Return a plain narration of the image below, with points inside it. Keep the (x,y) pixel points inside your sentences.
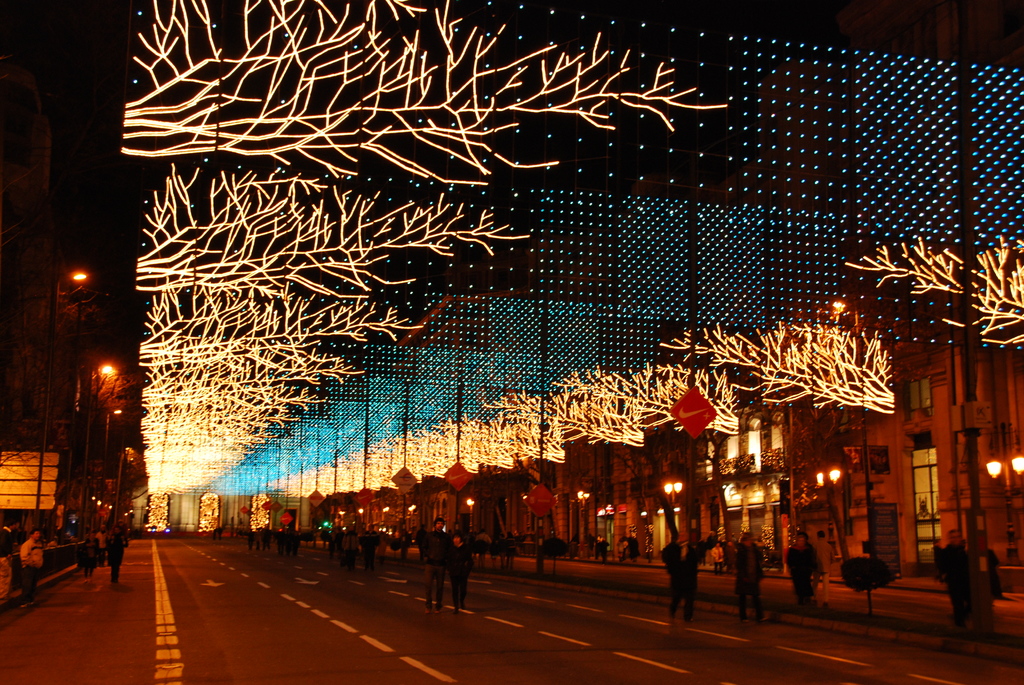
In this picture we can observe a road (369,649). There are some people (462,590) walking on this road (391,573). We can observe some lighting (197,481). There are buildings (593,516) on the right side of the road (605,633). We can observe some trees (58,349) on the left side (80,414).
